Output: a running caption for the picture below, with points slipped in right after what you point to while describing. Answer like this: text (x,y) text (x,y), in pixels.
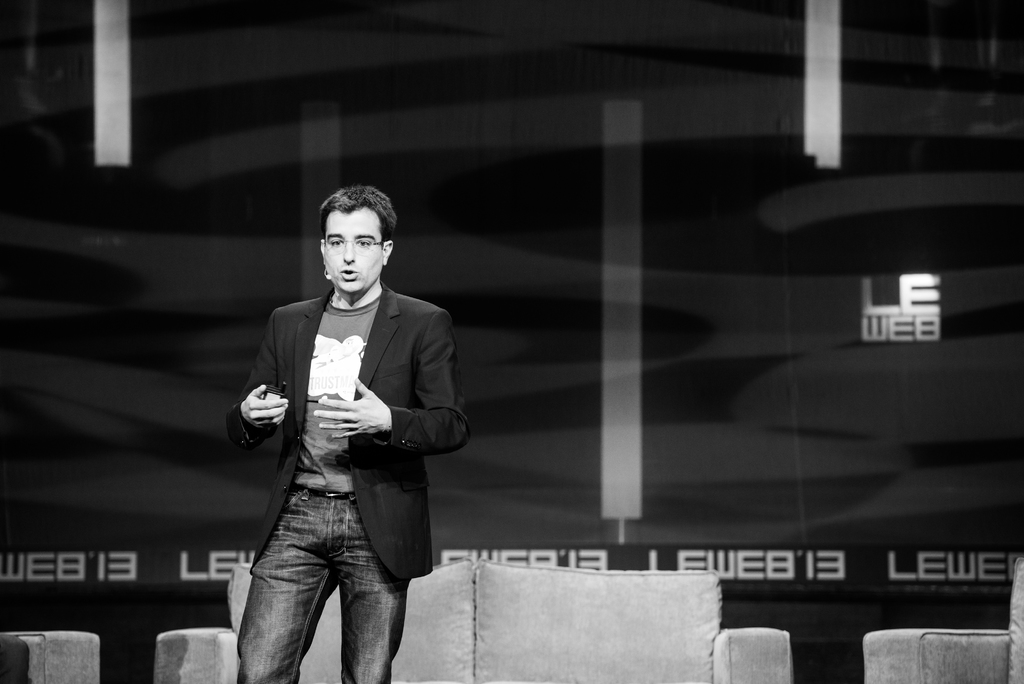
In this image there is a sofa (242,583) on the left (5,657) and on the right corner (924,669). There is a person (376,646) standing in the foreground (384,634). There is a sofa (633,611), it looks like a banner (646,239) in the background (674,340).
